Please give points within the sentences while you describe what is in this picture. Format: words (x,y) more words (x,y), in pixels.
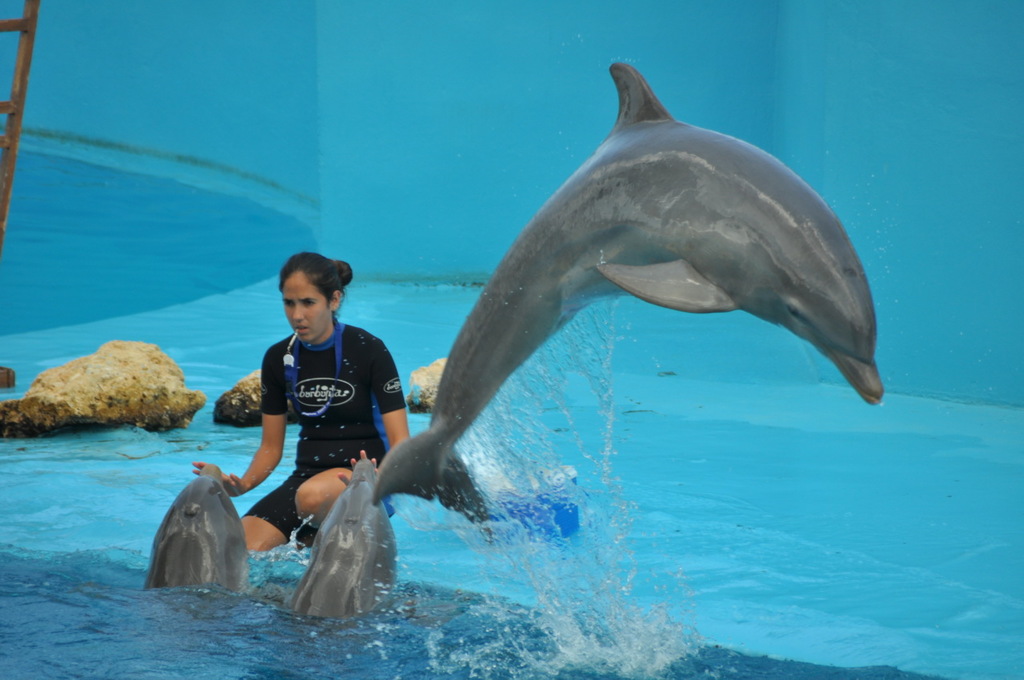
In this picture we can see a woman (336,395) playing with the dolphins (222,517). Behind the women (313,370) there are rocks (188,392) and a blue background (226,113).
